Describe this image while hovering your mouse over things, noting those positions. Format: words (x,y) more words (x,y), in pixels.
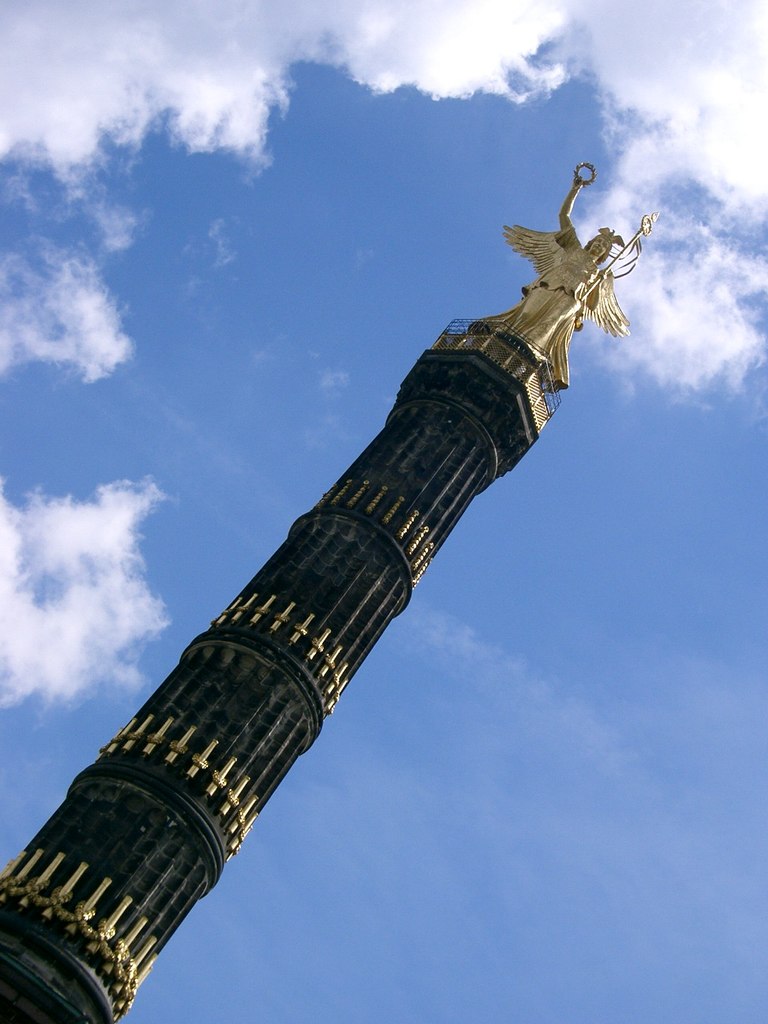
In this image we can see a pillar (378,580) and a statue (603,317) on it. In the background (598,371) we can see sky (645,316) with clouds (624,204).
